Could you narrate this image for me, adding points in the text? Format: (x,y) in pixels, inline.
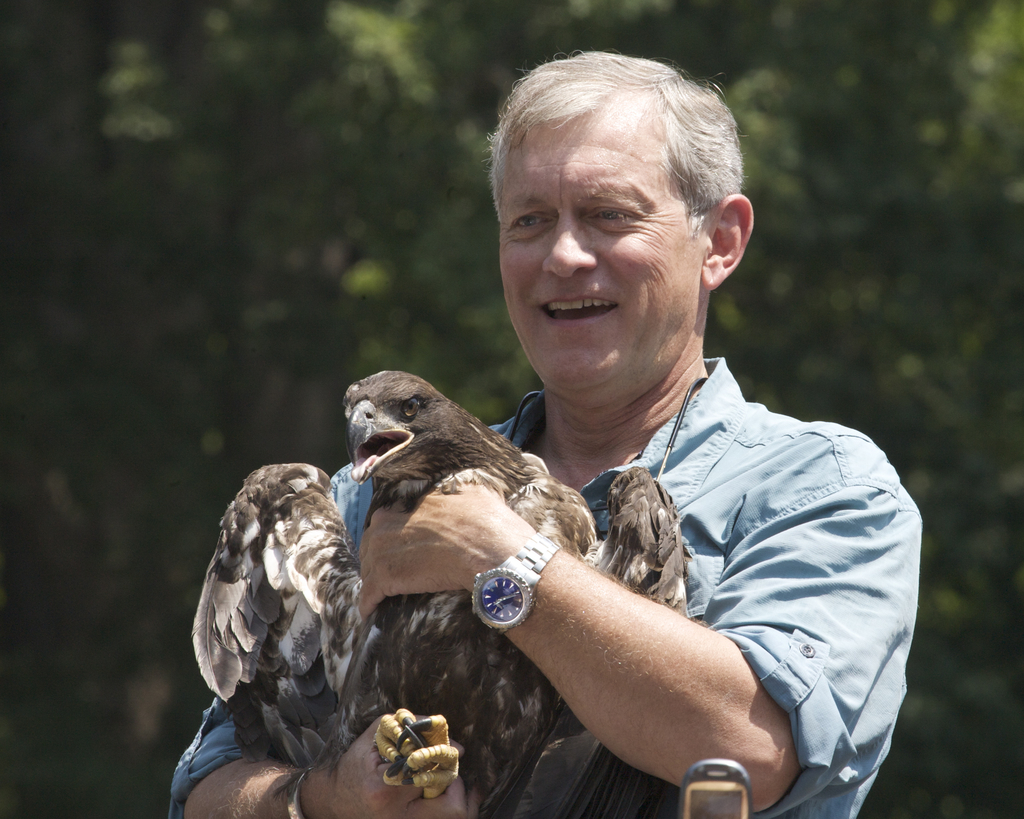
In this image there is a person (352,794) holding a bird (355,563), and at the background (429,358) there are trees (1001,41).
